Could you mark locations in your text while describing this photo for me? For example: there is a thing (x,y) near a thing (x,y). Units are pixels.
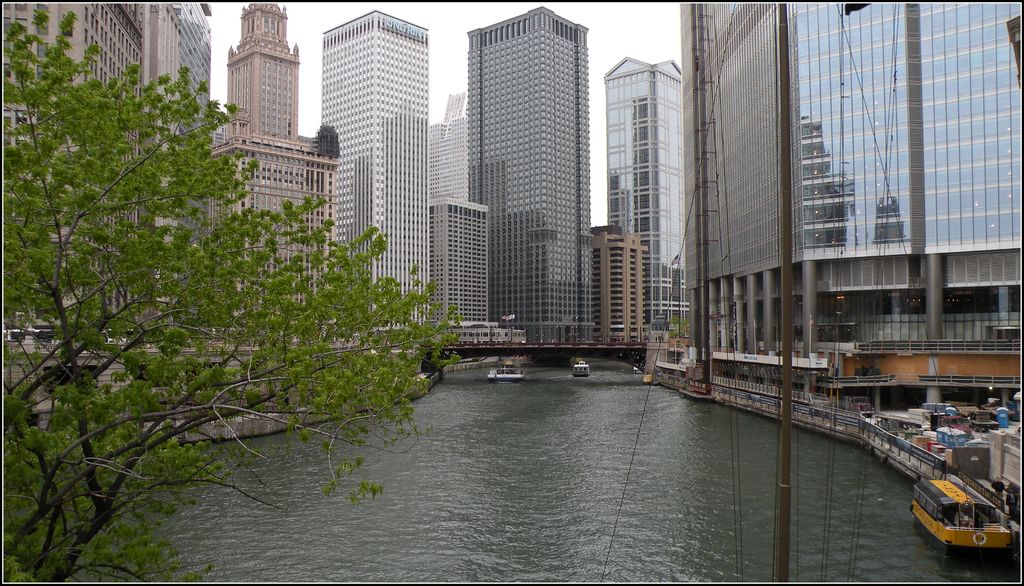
In this image I can see buildings (690,137) and windows (835,146). We can see ships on the water (868,546). I can see bridge (446,350) and trees (214,308). The sky (437,55) is in white color.
